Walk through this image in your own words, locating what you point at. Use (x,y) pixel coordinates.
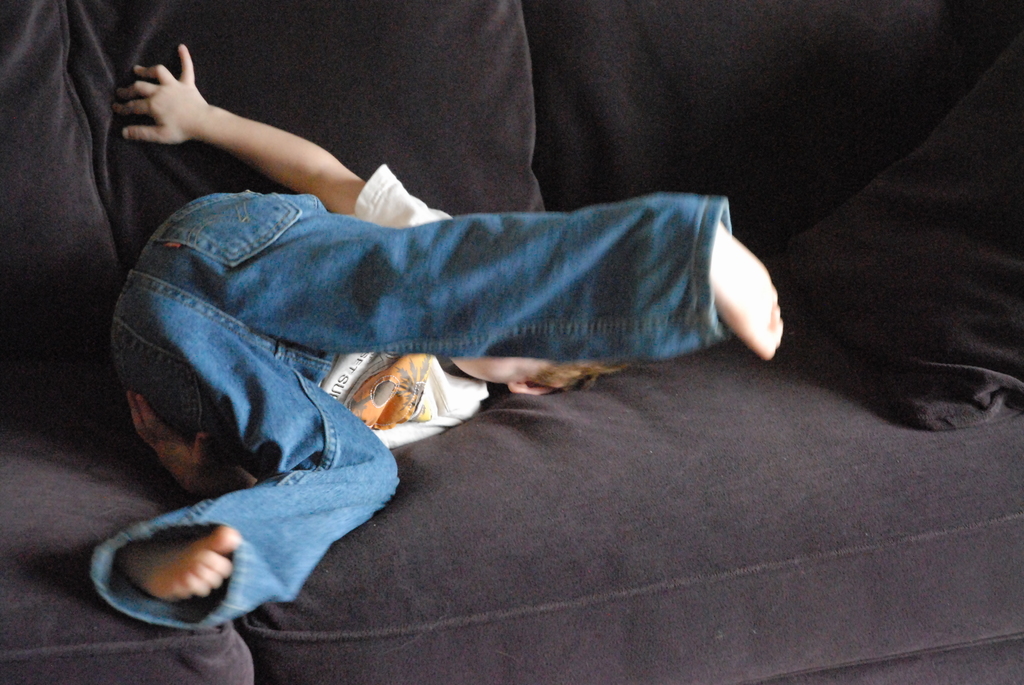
In this image we can see a child (417,324) lying on the couch (502,201) and we can see a pillow (928,223) on the couch (765,370).
